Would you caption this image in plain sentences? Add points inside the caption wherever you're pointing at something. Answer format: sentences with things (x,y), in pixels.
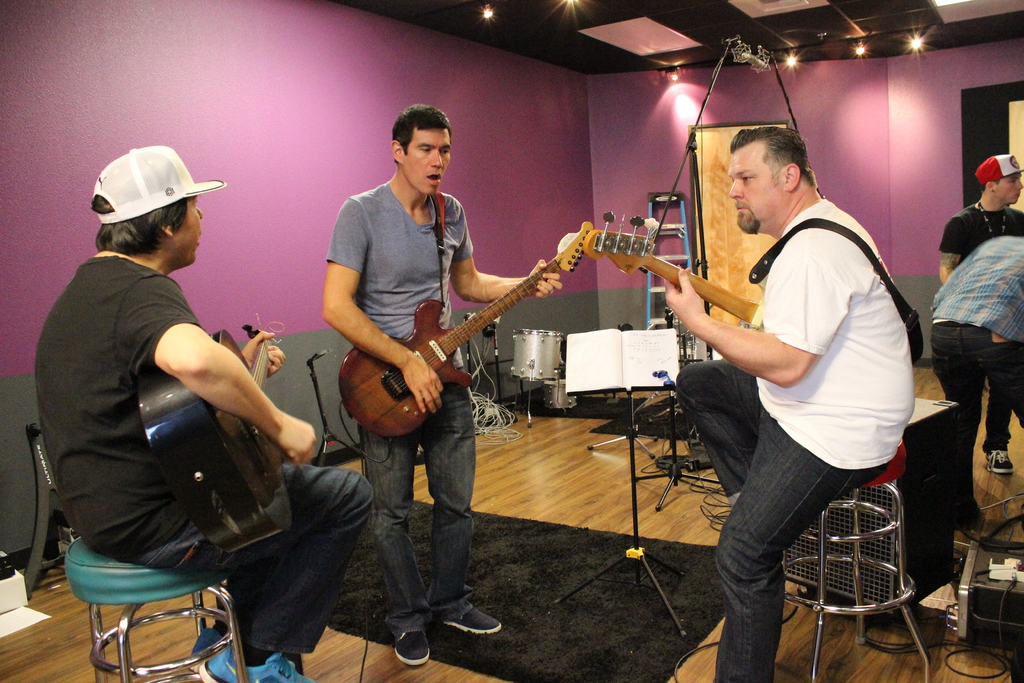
Three men (459,221) are playing guitar (402,393) and singing. Of them two are sitting on stools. There are two other men (965,311) standing aside. There are few other musical instruments (543,372) in the background (536,405).
